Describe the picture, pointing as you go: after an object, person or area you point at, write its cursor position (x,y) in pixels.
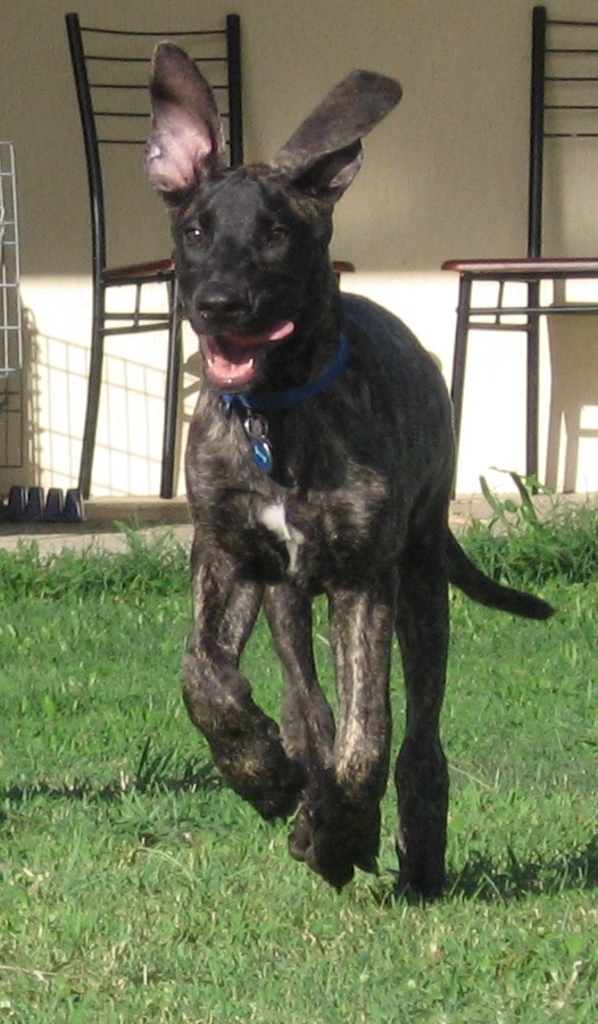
This picture shows dog (273,188) running and we see a blue belt (320,382) in its neck (315,394). The dog (300,458) is black in color and we see grass (324,645) on the ground (173,602) and we see couple of chairs (578,276) and a wall (417,335).
